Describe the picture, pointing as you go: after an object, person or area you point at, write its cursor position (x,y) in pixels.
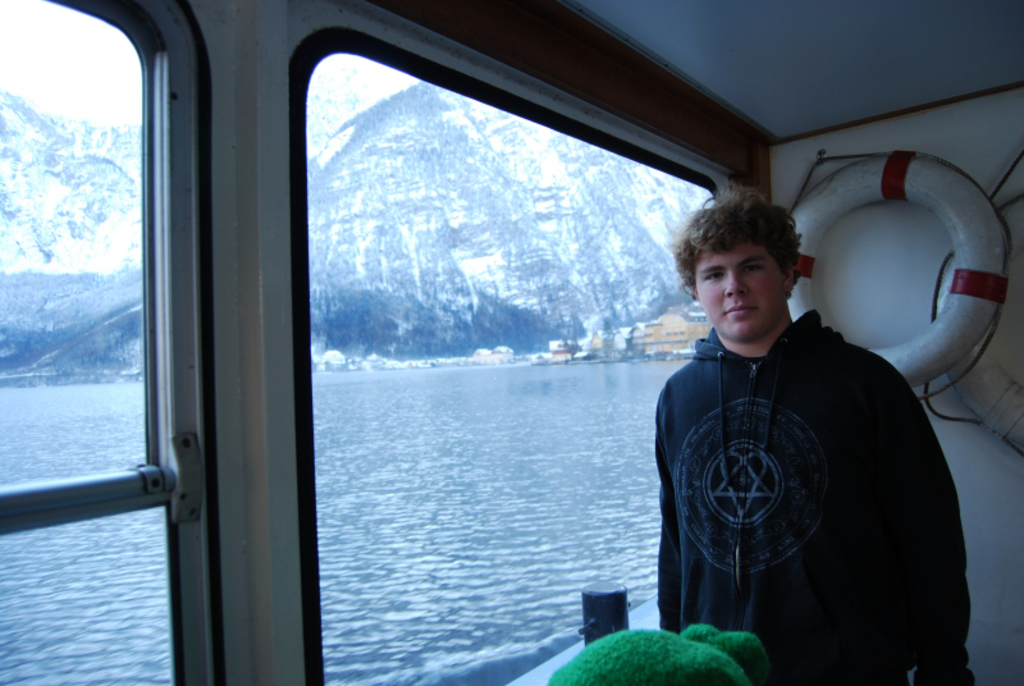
In this image we can see a person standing in the ship (270,450), there are some mountains (334,184), buildings (610,350) and water (359,448), also we can see the sky (81,74).
